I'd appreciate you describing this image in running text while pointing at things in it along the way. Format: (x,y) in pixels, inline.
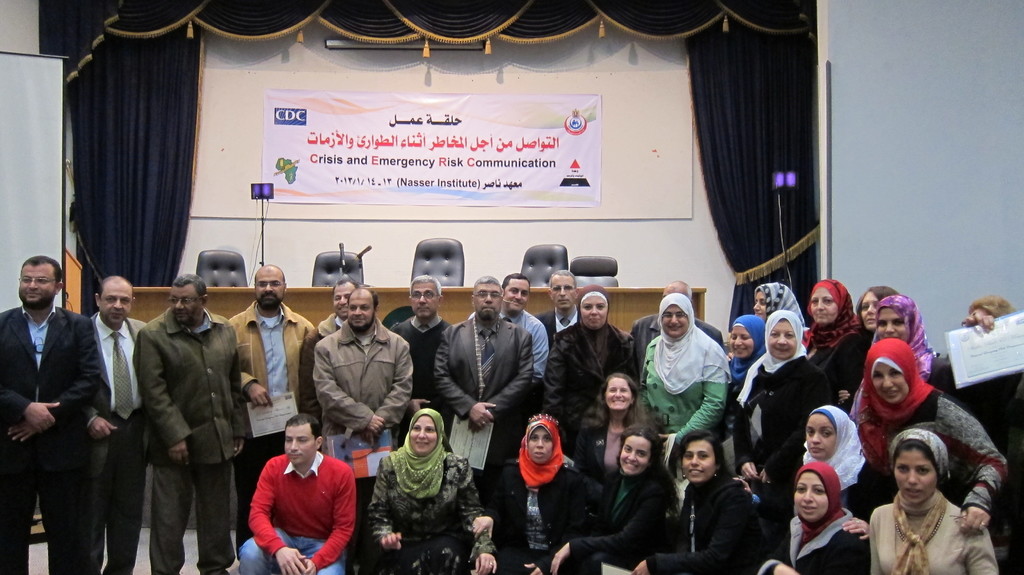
In the picture I can see group of persons (487,361) where few among them are crouching and the remaining are standing behind them and there is a table (297,292), few chairs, a banner (437,200) and some other objects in the background (420,196).
